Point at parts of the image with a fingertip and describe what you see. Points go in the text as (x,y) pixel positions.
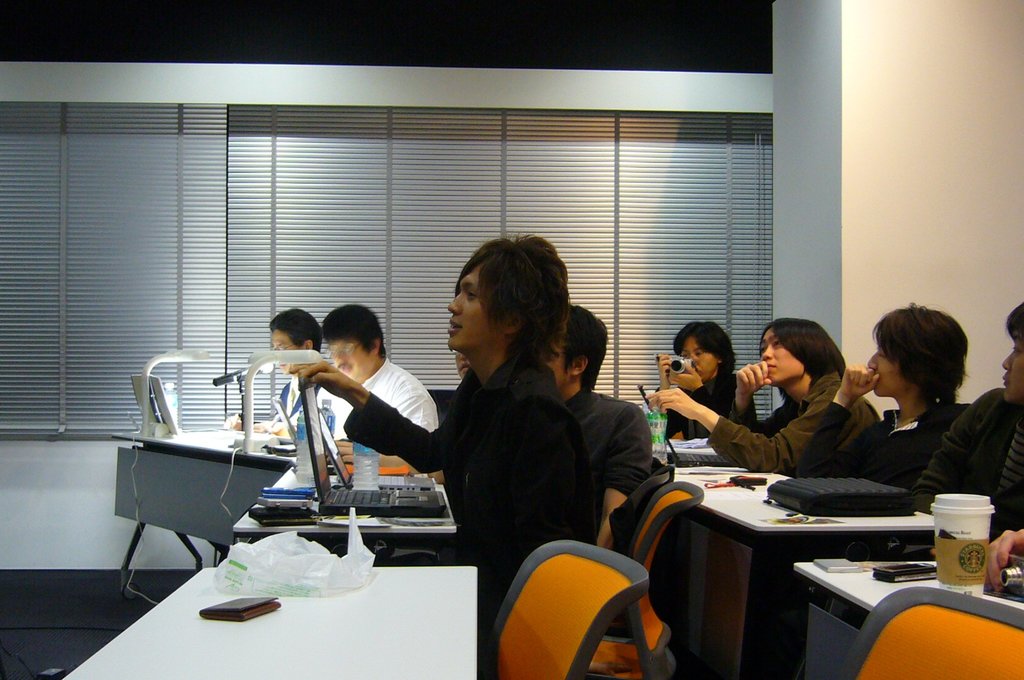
In this image I can see a man (557,301) is sitting on the chair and few other people (602,452) are sitting on the chairs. Here a girl (694,381) is shooting with the camera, there are window curtains (387,253) in this image. At the bottom (540,548) there are chairs (594,645) in orange color and there is a purse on the desk (310,618).
